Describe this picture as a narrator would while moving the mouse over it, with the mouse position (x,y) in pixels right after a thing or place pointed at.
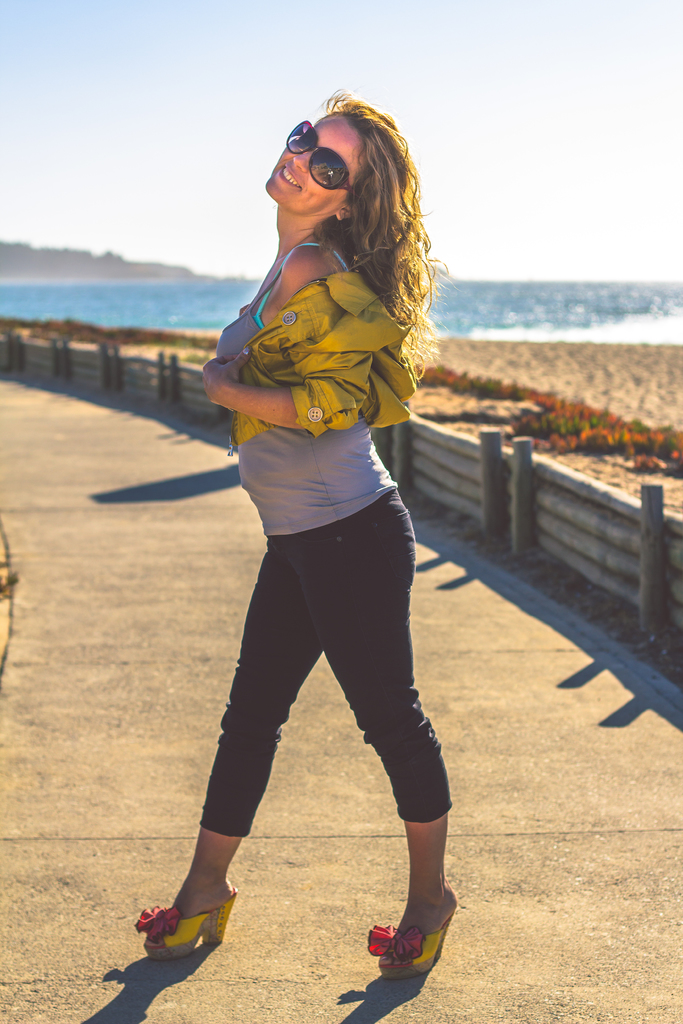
In this picture I can see there is a woman (397,533) standing wearing a green color coat (329,372) and she is standing here on the walk way (248,846) and in the backdrop (533,310) there is a beach (607,409), sand (617,459) and a ocean (523,315) and a mountain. The sky (292,85) is clear.
